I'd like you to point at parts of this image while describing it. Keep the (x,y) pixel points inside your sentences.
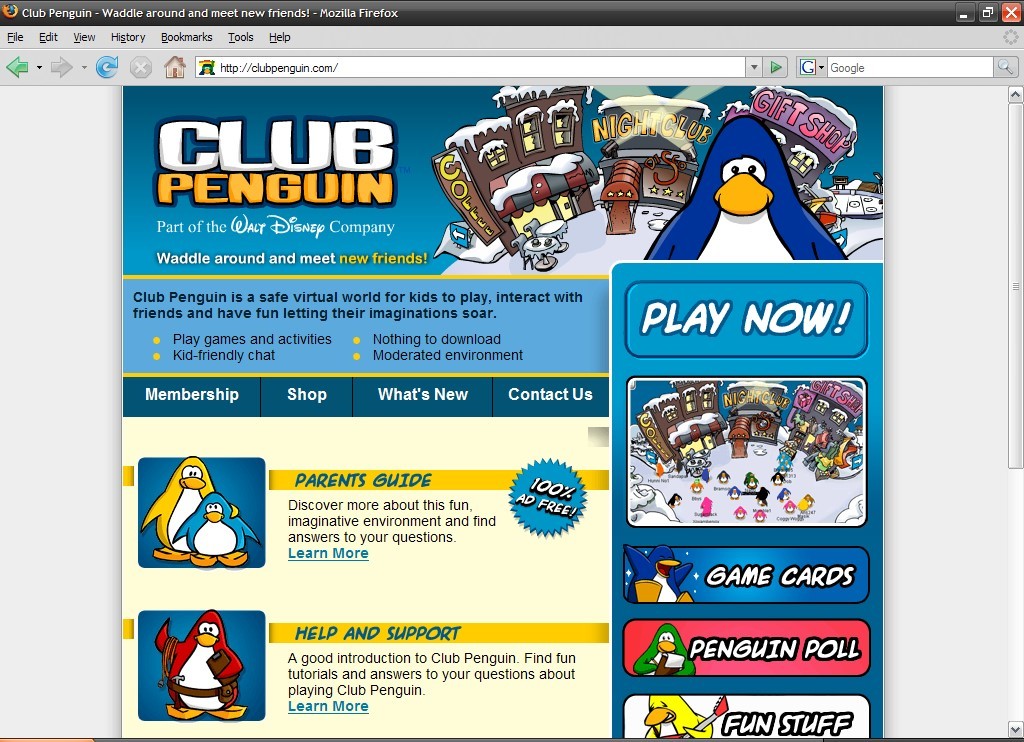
In this picture there is a computer screen (442,125) or a tab (501,136). In the center of the picture (681,397) there is a poster (458,403), in the poster (458,179) there are cartoons (539,230), text (300,340). At the top (12,44) there is text (275,40).
